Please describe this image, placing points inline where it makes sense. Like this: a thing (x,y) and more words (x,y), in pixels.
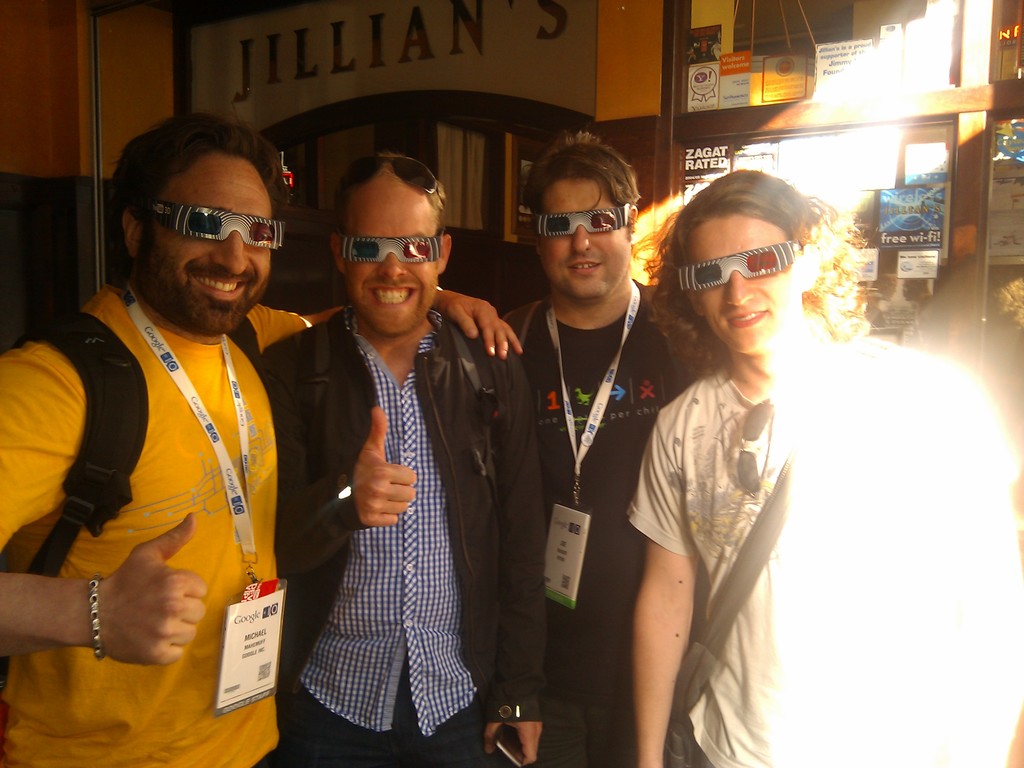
In this image in the center (652,399) there are four persons (478,427) who are standing and smiling and they are wearing some glasses (228,229), and in the background (765,82) there are some posters (864,154) stick to the wall (970,245) and there is one door (513,161) and a wall (150,91).
